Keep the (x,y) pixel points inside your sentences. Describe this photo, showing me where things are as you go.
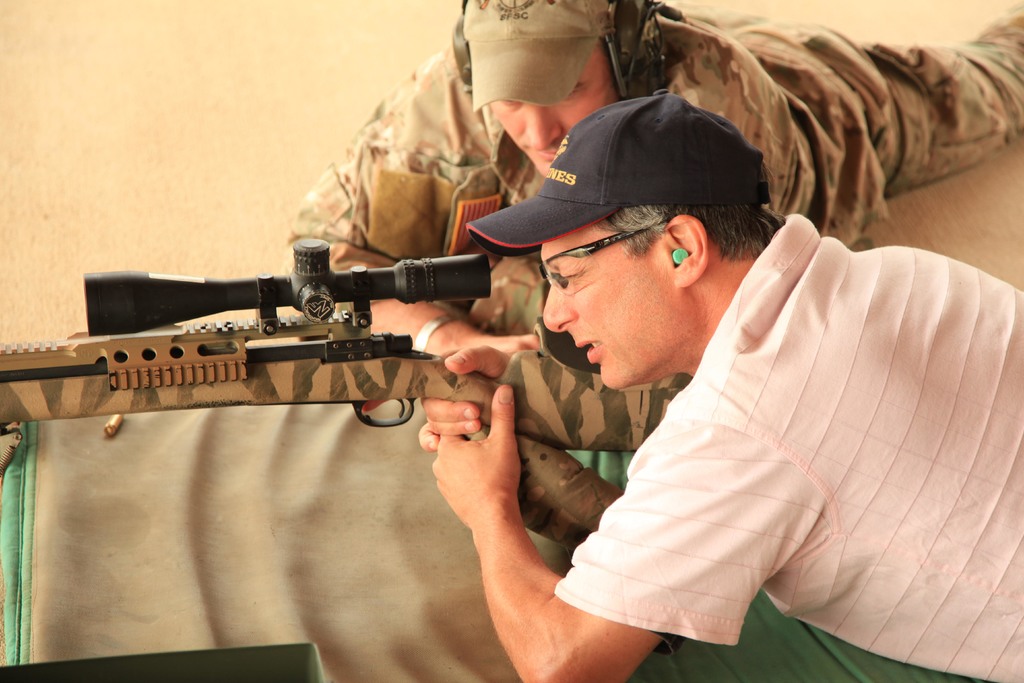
In this image, we can see persons (772,92) wearing clothes (694,438) and caps (591,117). There is a person (789,232) on the right side of the image (939,314) holding a gun (505,382) with hands (499,401). There is a cloth (441,555) at the bottom of the image (454,646).
